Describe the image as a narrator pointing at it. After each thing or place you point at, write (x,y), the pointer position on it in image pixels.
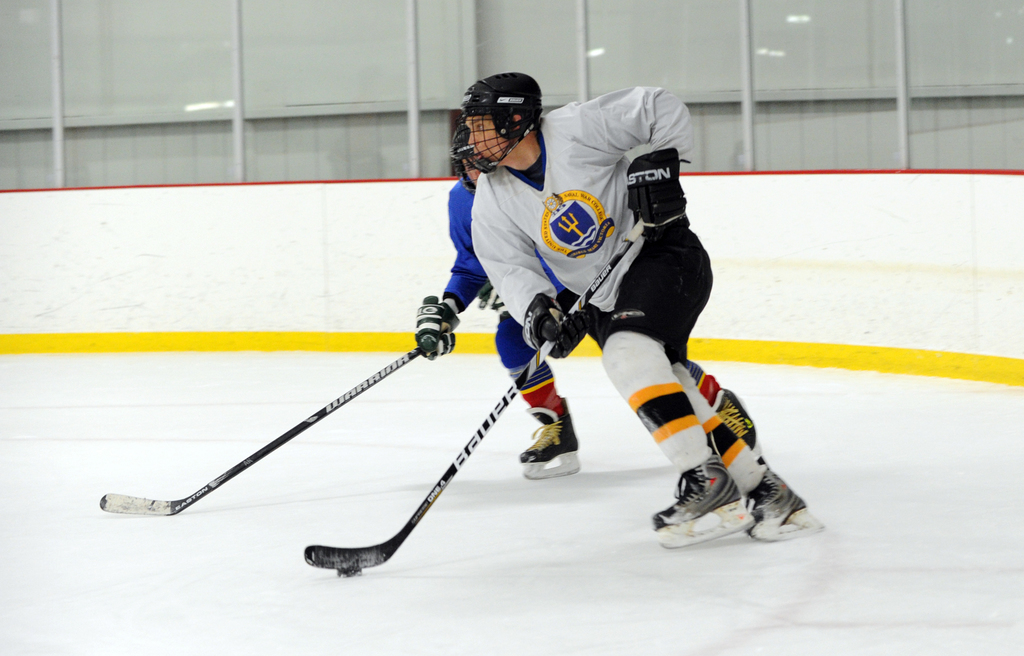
In this image I can see two people (486,275) with blue and ash color dresses (507,240) and these are with black color helmets (459,147). I can see these people (464,223) holding the sticks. They are also with ice skates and skating on the ice (407,618). In the background (347,242) there is a wall (258,208).
